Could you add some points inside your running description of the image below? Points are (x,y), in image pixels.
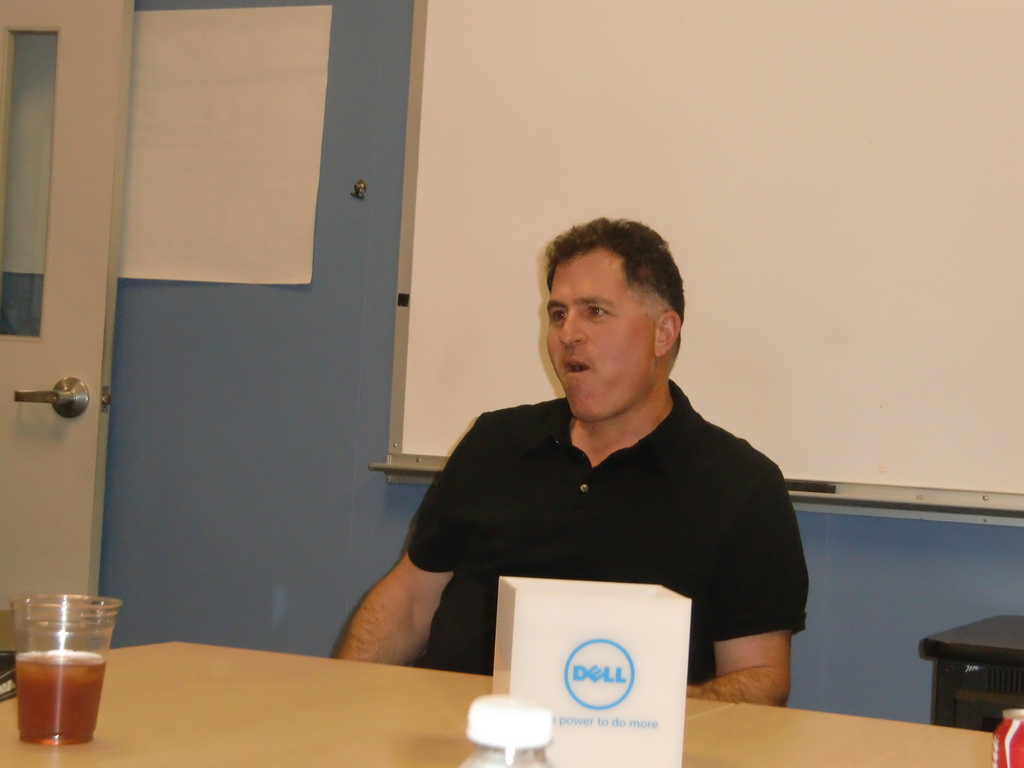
This man (556,517) is sitting on a chair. On this table (304,763) there is a glass (89,693) with liquid (24,690), bottle (547,745) and packet (668,623). A banner (304,267) on wall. This is door (62,432) with handle (62,412).
